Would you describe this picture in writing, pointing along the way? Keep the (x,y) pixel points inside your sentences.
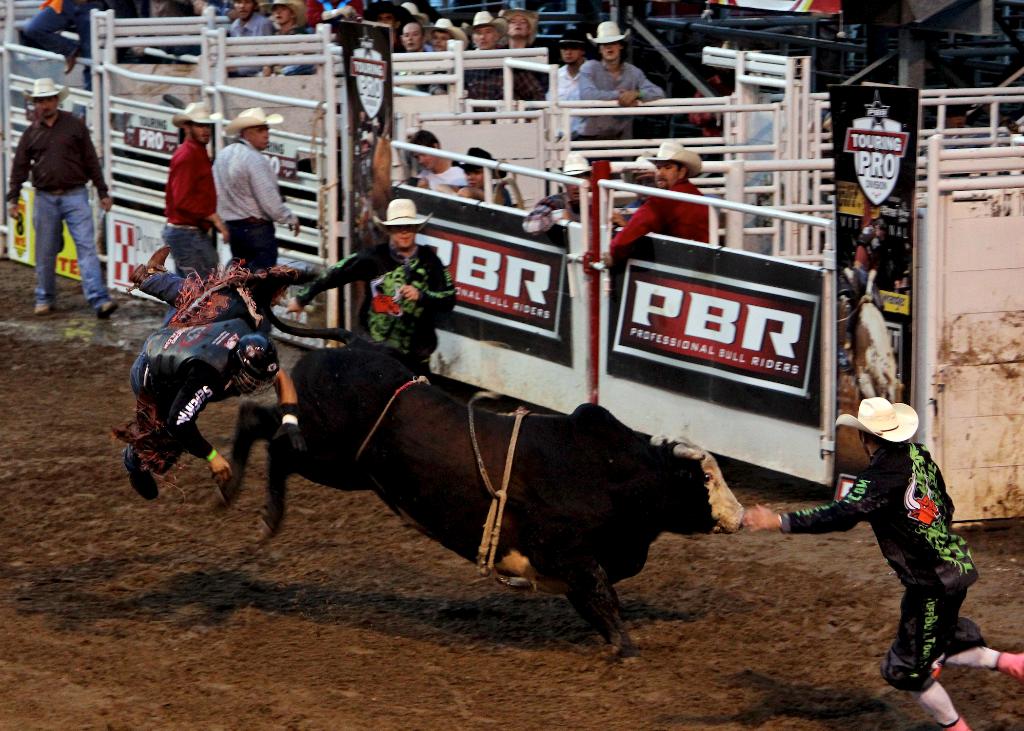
In this image we can see a bull (369,481) and a person (186,346) falling from it. Here we can see these two people (340,271) wearing black dress (354,266) and hats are on the ground (535,677). In the background (614,55), we can see the fence (60,53), people (70,232) standing here and banners (14,231).
